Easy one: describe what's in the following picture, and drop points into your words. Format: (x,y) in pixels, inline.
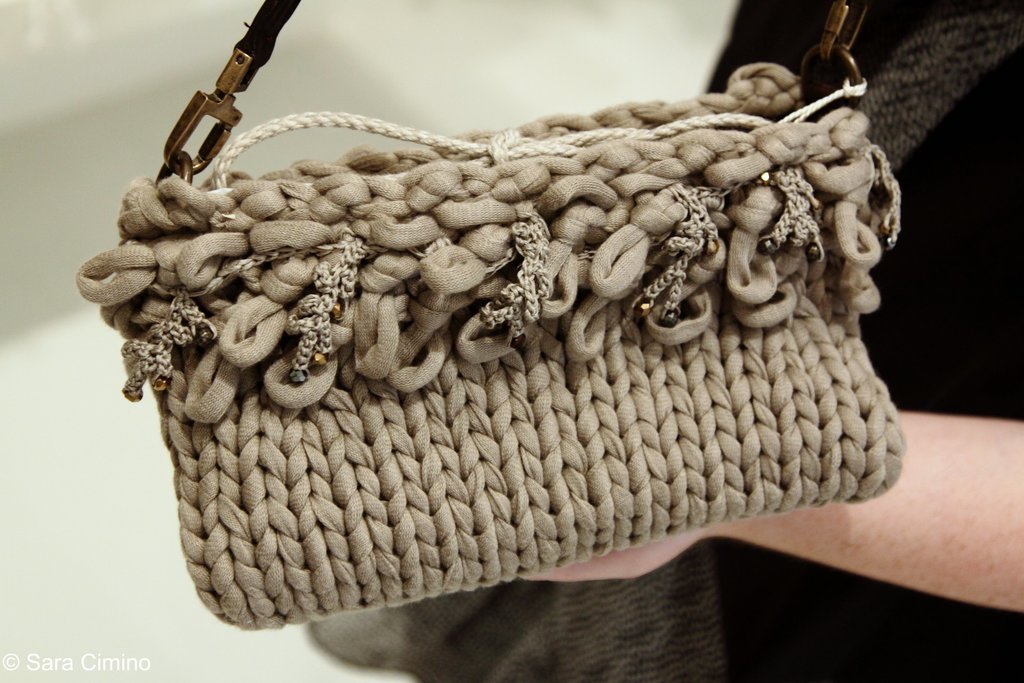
This picture is mainly highlighted with a handbag (509,441) which is cream in colour. Here we can see the strap (262,34) of a bag (807,94). We can see person (716,542) is holding a bag (557,549) in hands (646,545).
